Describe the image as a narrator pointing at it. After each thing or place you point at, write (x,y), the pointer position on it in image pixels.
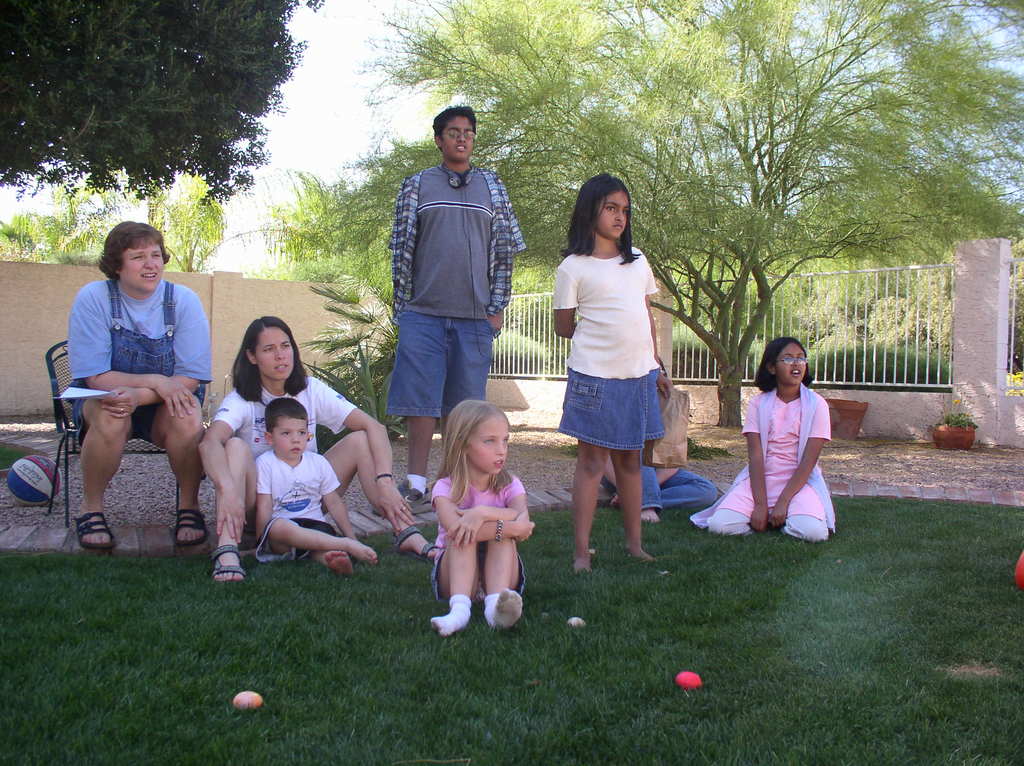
In this picture there is a woman (131,424) who is sitting on the chair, beside her I can see another woman (247,466) who is sitting on the floor (76,630). Beside her there is a boy (292,496) who is wearing t-shirt (318,498) and short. In the center (457,474) there is a girl (509,526) who is sitting on the grass (540,547). Beside her there is a girl (592,357) who is standing on the ground (64,627). Behind her I can see the boy (484,221) who is standing near to the plant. On the right (732,489) there is a girl (748,492) who is wearing pink dress (789,458). In the back (390,337) I can see the wall partition (305,354), fencing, trees (726,385), plants (680,372) and grass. In the top left (314,34) I can see the sky (310,55). At the bottom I can see some balls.
